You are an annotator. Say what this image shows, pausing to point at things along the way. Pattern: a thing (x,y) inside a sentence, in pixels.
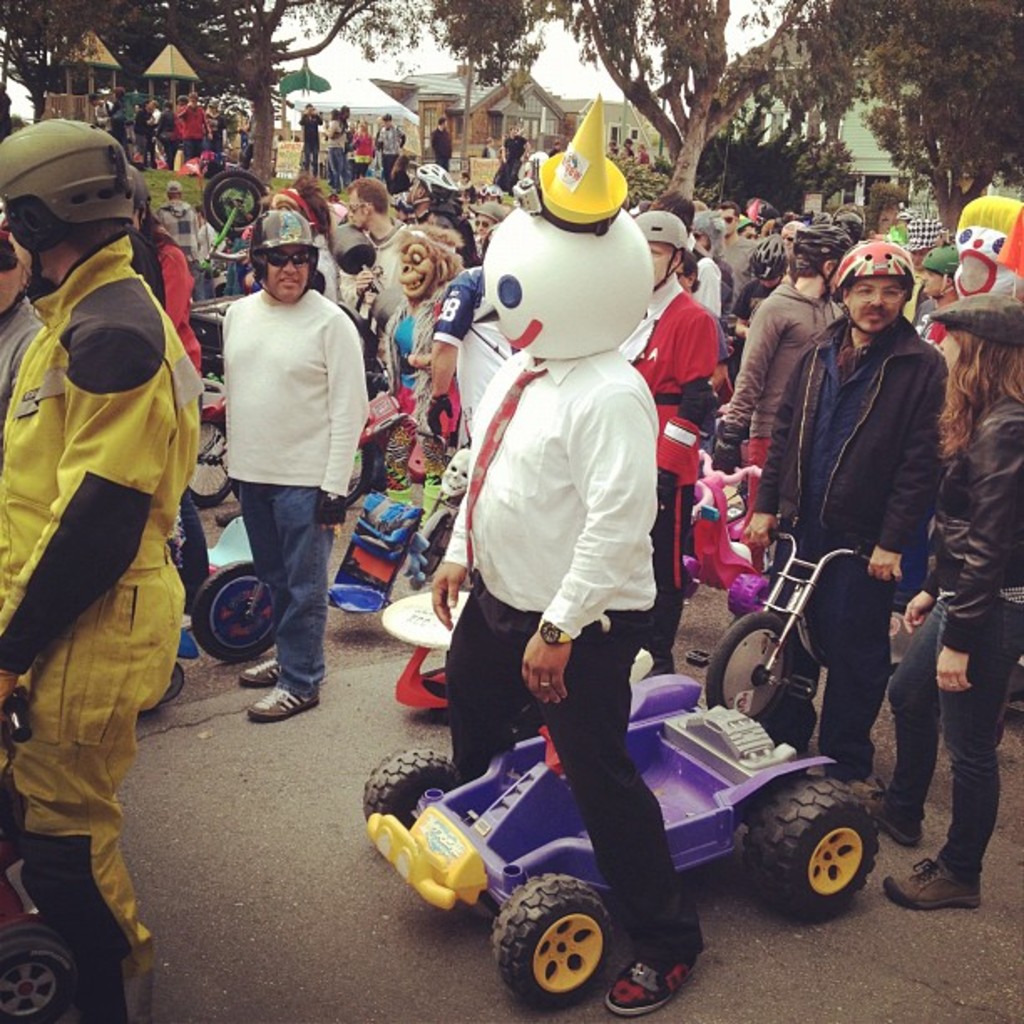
In the center of the image (609,559) we can see people (973,483) standing. At the bottom (526,864) there are toy bikes (443,868). In the background (325,97) there are trees (483,76), sheds (506,114) and sky (560,39). We can see masks (980,228).
